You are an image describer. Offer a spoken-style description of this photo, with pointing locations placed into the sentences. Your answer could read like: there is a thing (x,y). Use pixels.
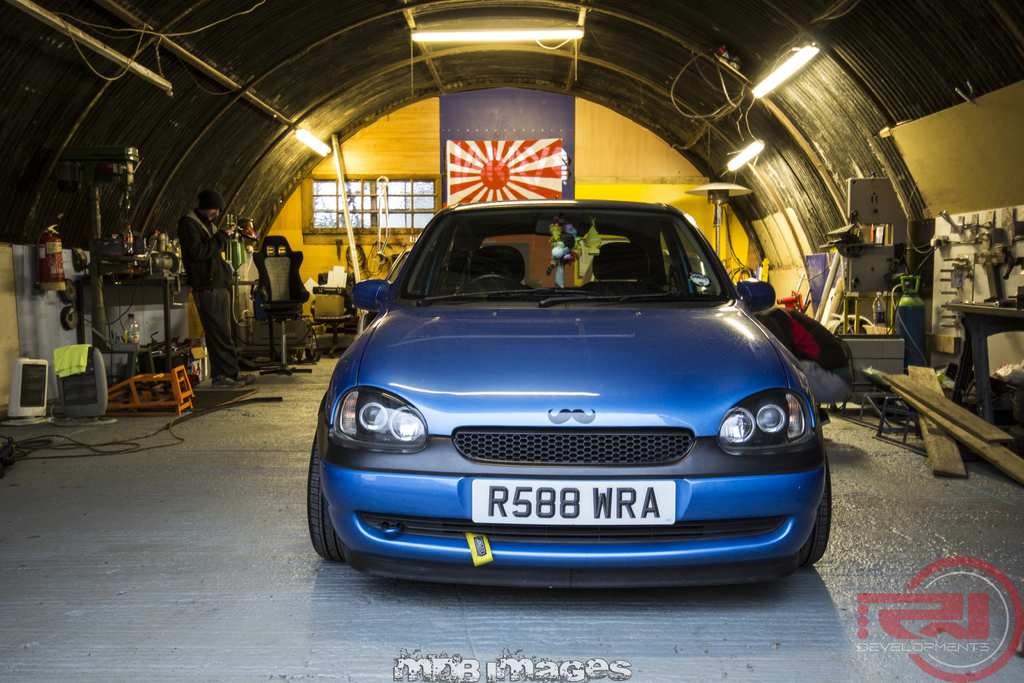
In the image there is a blue color car (484,443) inside a shed (10,146), on the back (472,170) there is a flag (492,167) on the wall (423,163) and the ceiling (518,44) had lights (785,74), on either side of the wall (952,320) there are machinery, tools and accessories (95,368), on the left side (195,245) there is a man (221,291) standing in front of the wall (189,207).
